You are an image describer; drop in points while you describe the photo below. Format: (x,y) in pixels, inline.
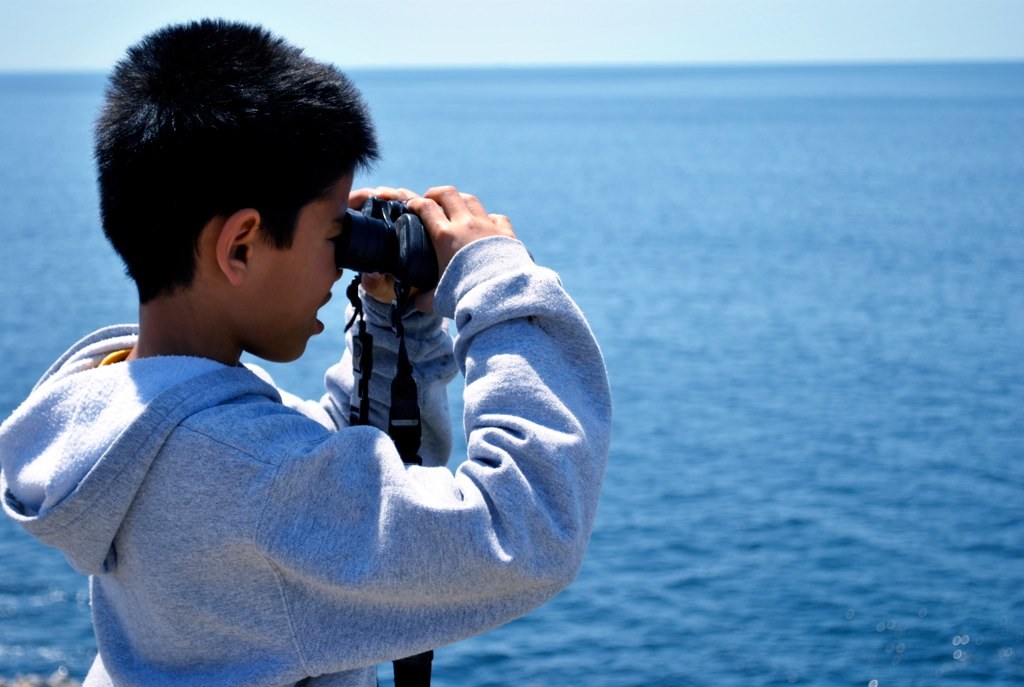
In this image we can see a boy (269,437) holding a binocular (398,255). In the background (631,231) we can see the water (728,336). Sky (500,19) is also visible.
